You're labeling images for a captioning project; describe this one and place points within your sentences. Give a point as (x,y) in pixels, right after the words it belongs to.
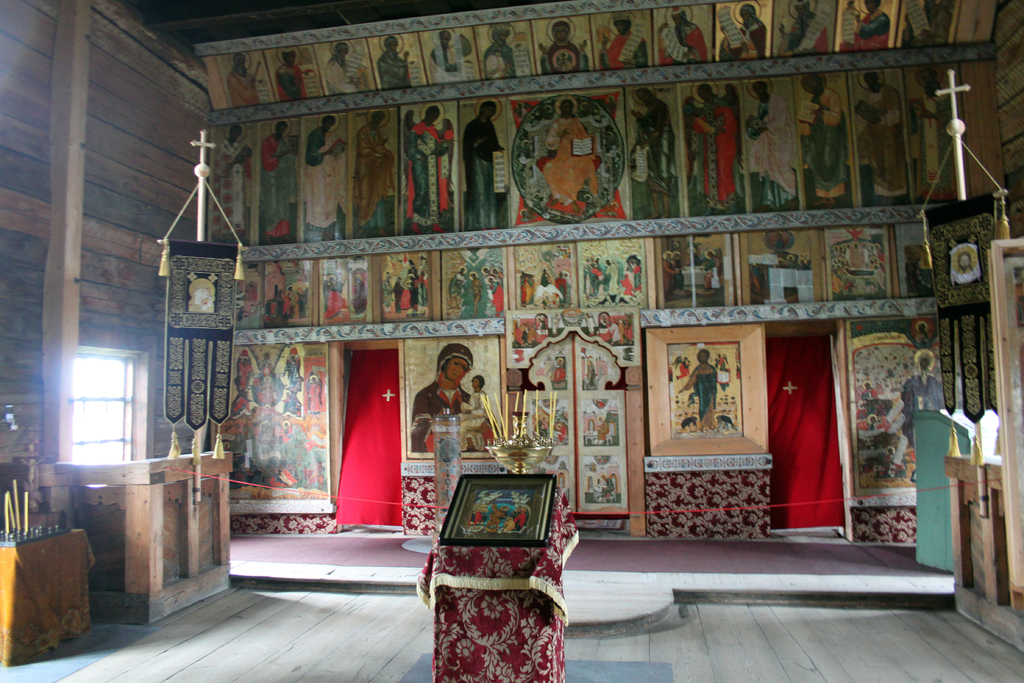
This picture is clicked inside the room (293,592). In the foreground (36,537) we can see the tables (530,570) on the top of which some objects (520,503) are placed and we can see a black color object (204,259) hanging on the pole (203,280). In the background (160,404) we can see the window (104,414), wall (130,149), picture frames (538,202) hanging on the wall (670,317) and we can see a red color curtain (390,433) and many other objects (725,504).
